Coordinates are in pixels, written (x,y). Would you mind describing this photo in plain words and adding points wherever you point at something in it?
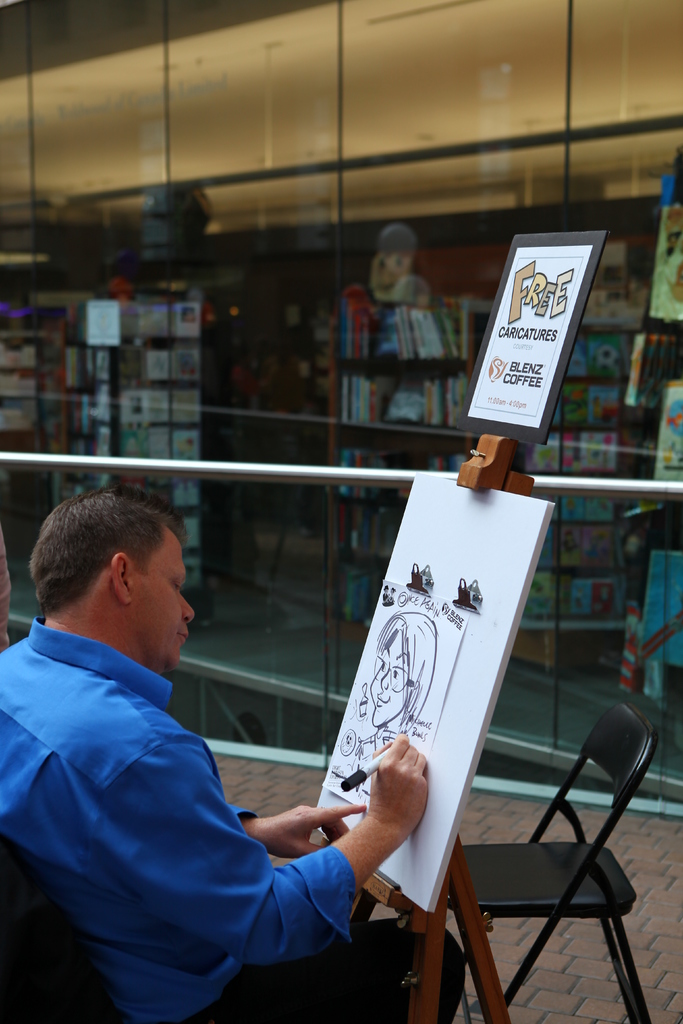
In the image we can see there is a man (145,838) who is sitting and he is drawing a picture (396,656) on the artist pad (461,671).
